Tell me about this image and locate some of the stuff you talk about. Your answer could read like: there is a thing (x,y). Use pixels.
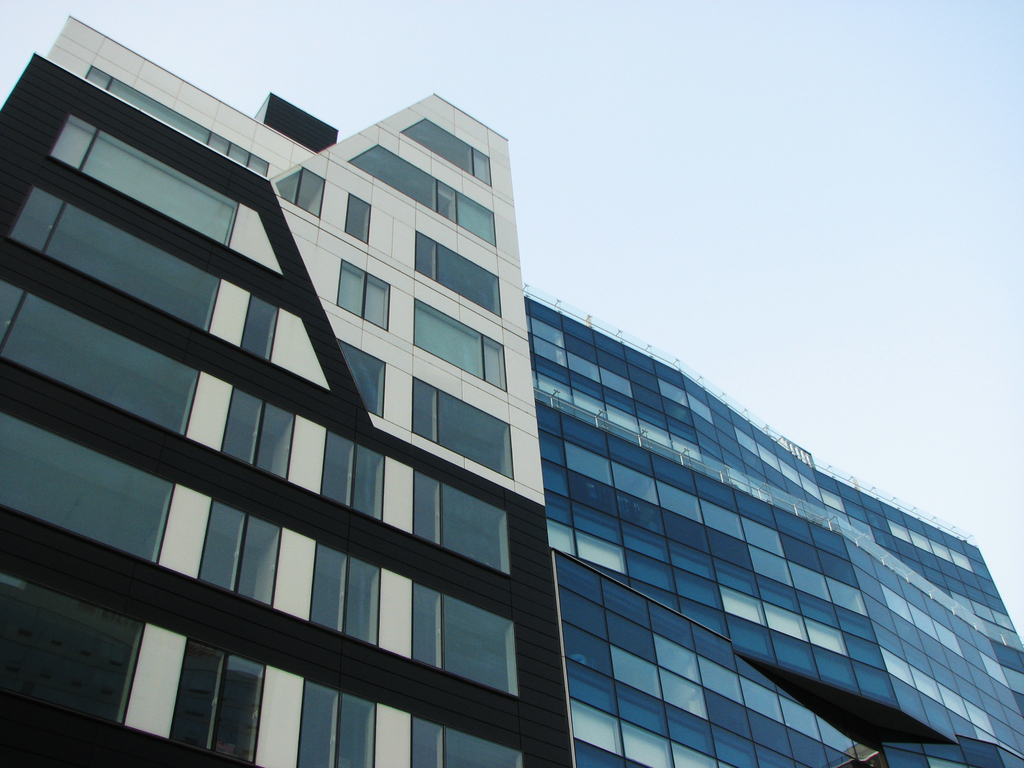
In this image I can see the glass building (587,488), background (553,111) the sky (590,64) is in white color.
